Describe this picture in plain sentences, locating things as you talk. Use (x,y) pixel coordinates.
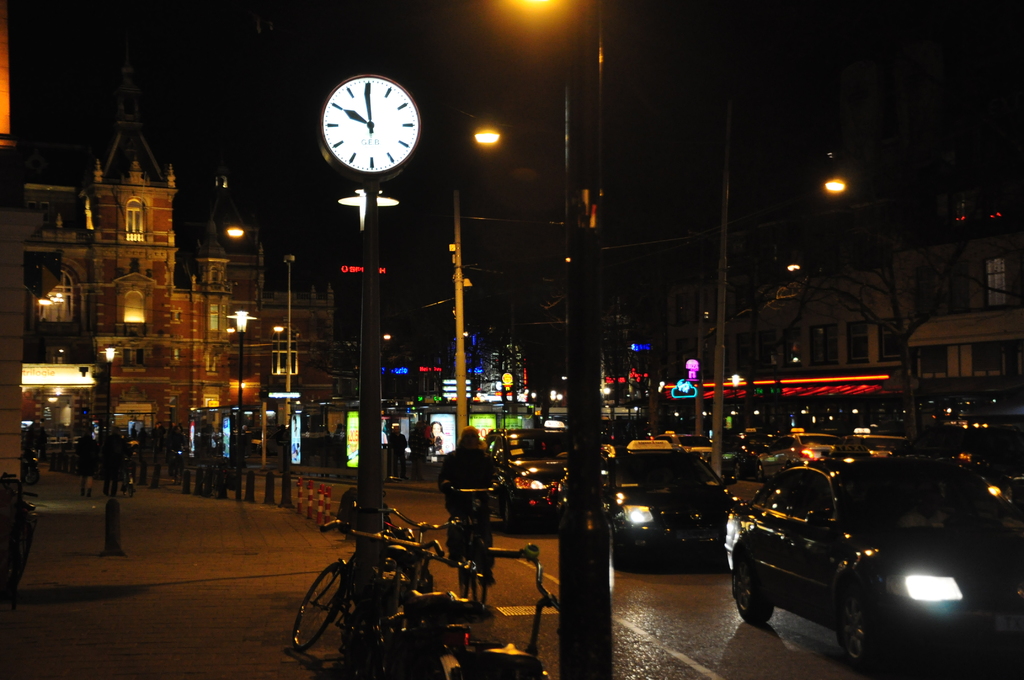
I think this picture is taken at night. At the bottom (754,618), there is a road (419,500) with some vehicles (662,550). In the center (573,377), there are poles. Beside the poles (375,624), there are bicycles (443,551). On the top (397,107), there is a clock (333,107) to a pole (369,416). In the background (157,211), there are buildings (181,391) with lights (192,434). Towards the left (91,565), there are people (93,460) walking on the footpath (152,532).
